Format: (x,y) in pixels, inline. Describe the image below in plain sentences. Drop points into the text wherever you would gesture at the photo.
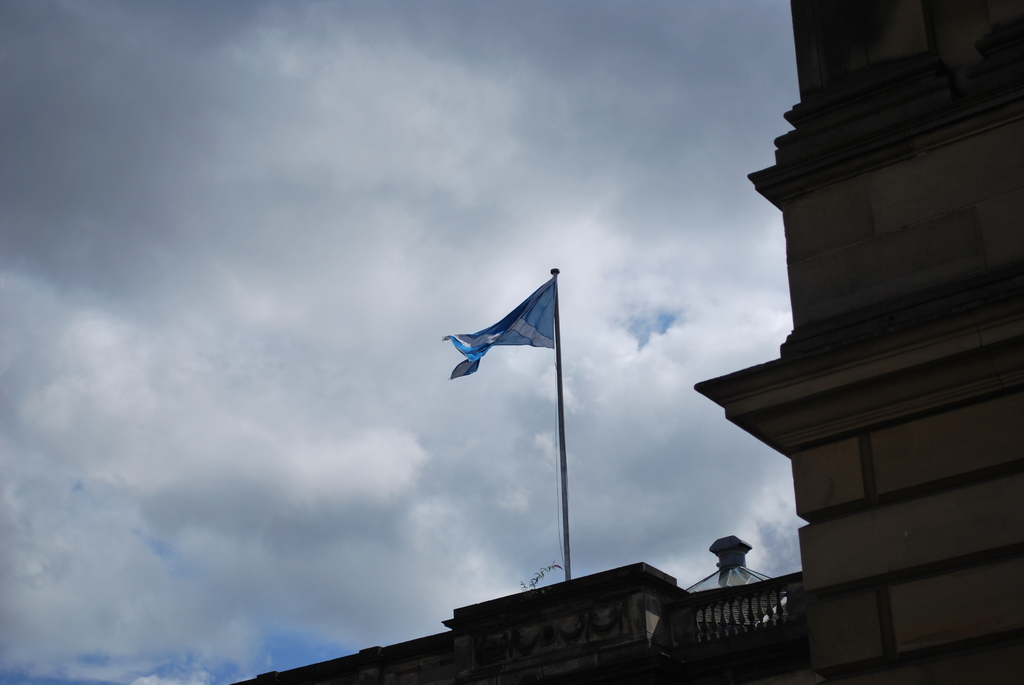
There is a building (877,330) with brick wall (858,337) and railing (717,596). On the building (573,595) there is a flag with a pole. In the background (294,285) there is sky (417,203).
